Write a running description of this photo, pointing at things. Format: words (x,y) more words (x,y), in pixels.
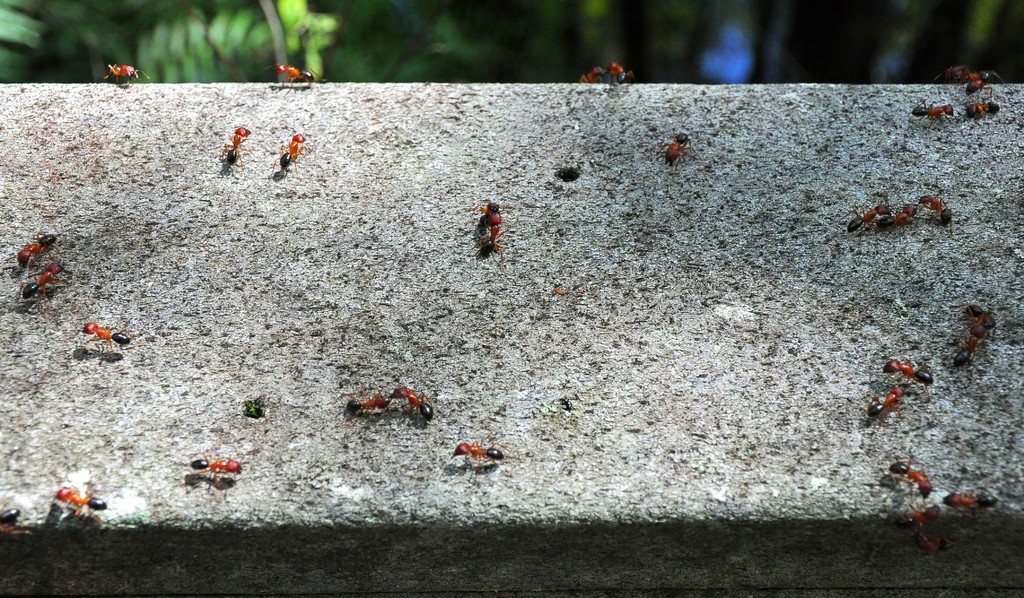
In this picture we can see ants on a stone (586,245) and in the background (587,4) we can see trees (731,4).
